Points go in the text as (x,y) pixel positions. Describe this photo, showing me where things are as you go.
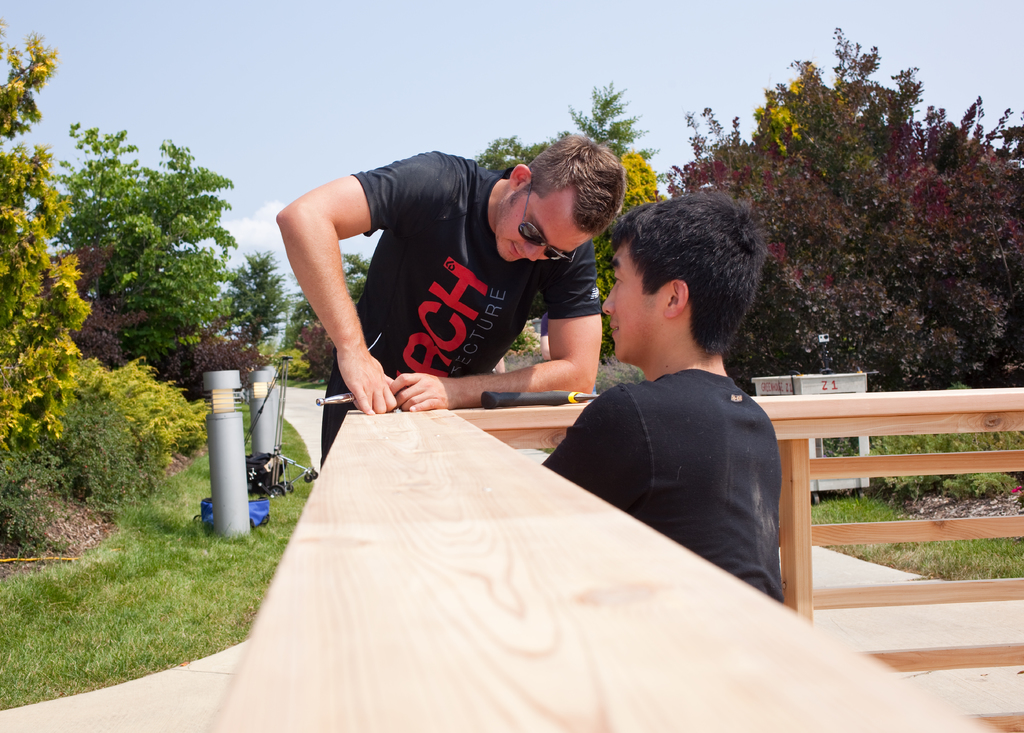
In this picture we can see two persons (570,380) here, in the background (791,200) there are some trees (803,216), we can see grass (155,594) here, there is the sky (343,107) at the top of the picture (440,70), we can see some wood (829,601) here.
